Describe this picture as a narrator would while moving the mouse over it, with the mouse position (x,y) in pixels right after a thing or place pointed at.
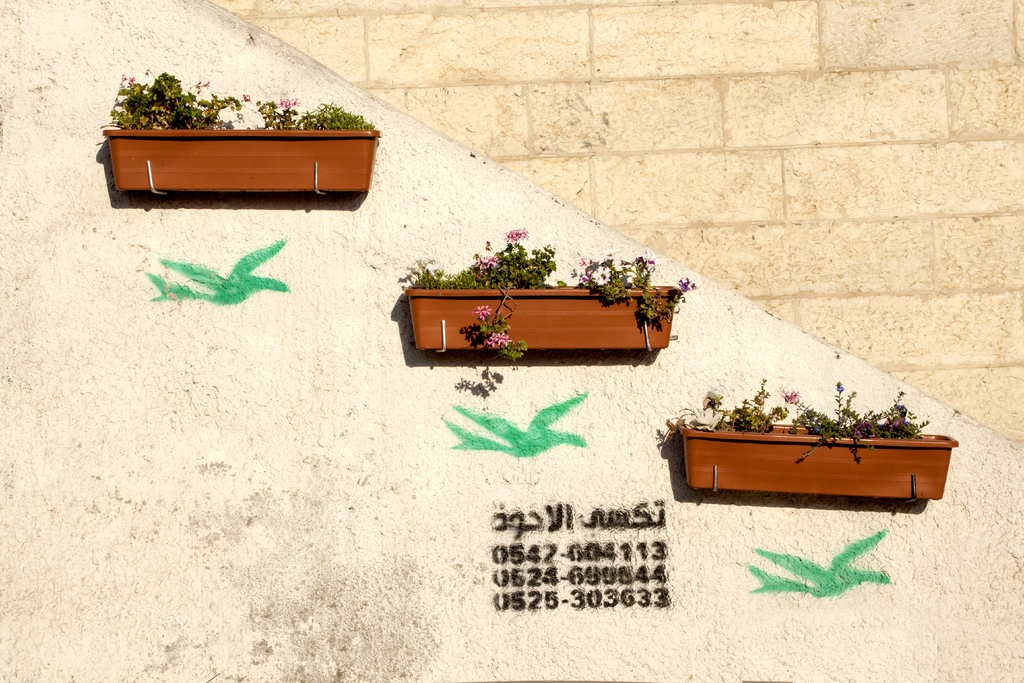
There are three plant pots (240,151) are attached to the wall (524,408) in the middle of this image (641,280). We can see numerical numbers (587,573) and some text (593,525) written on the wall (579,601).
